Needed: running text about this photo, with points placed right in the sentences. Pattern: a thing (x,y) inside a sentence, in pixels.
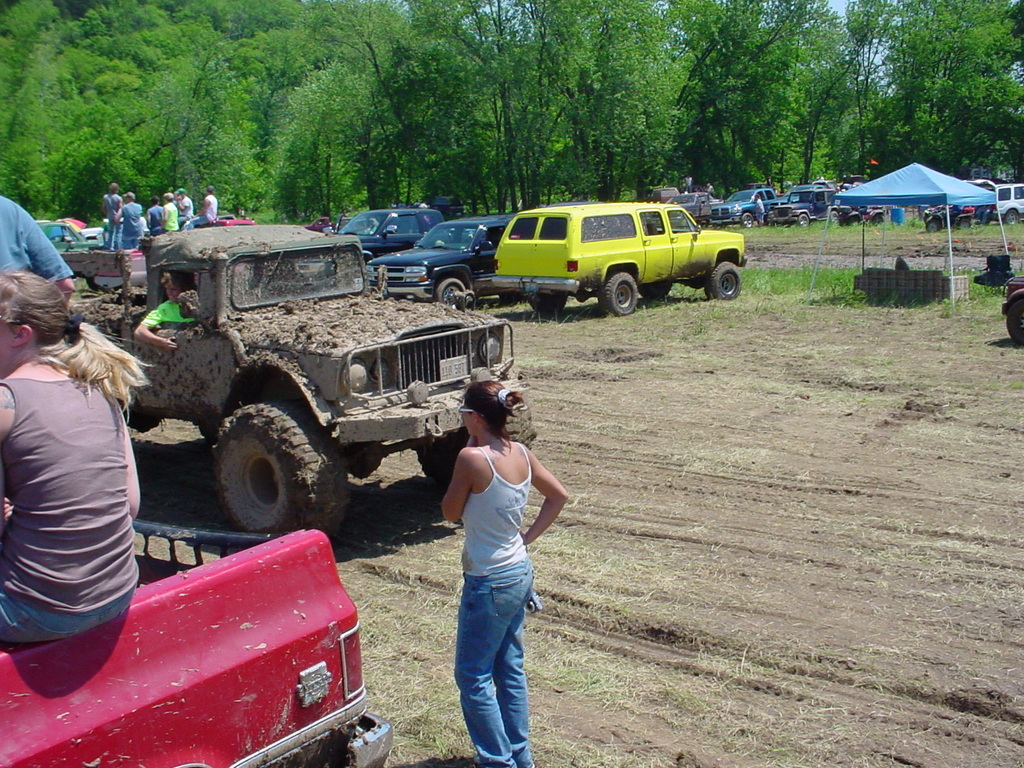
In this picture there are people (171,301) and we can see vehicles (82,682), ground (817,668) and grass (983,233). In the background of the image (873,99) we can see trees (728,120) and sky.
